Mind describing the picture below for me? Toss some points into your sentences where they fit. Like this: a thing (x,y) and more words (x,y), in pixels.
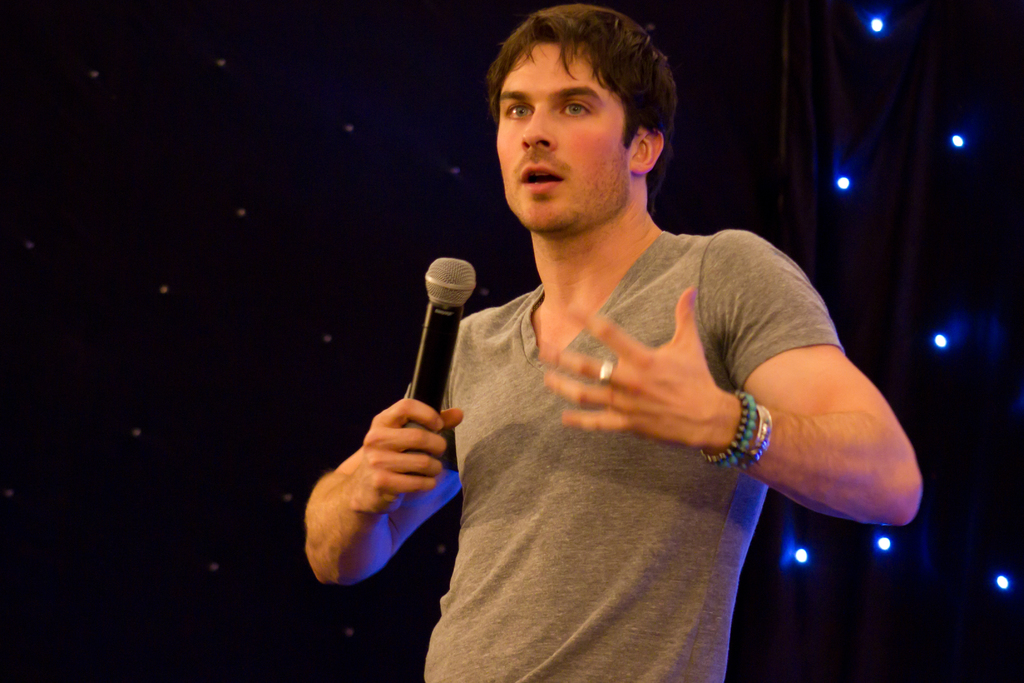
In the middle of the image (394,433) a man (616,113) is standing and holding a microphone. Behind him there are some lights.
